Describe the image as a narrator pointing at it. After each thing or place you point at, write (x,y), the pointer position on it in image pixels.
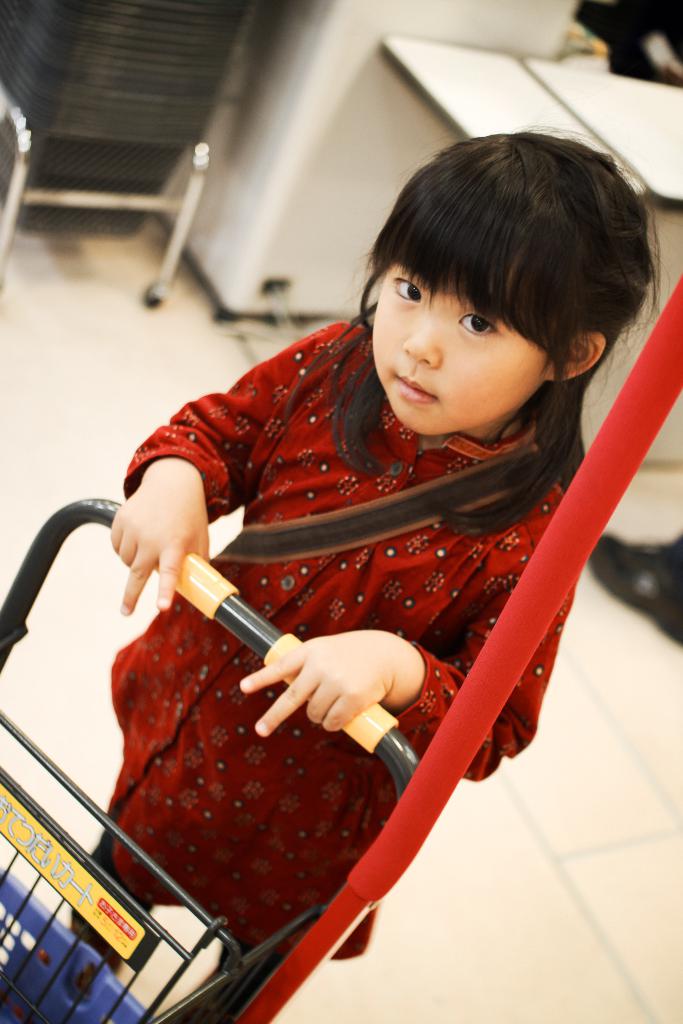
In this image we can see a girl (346,691) wearing a dress (431,556) holding a cart (270,636) with her hands (344,705). In the foreground (13,820) we can see a sticker (28,833) with some text (6,815). In the background (540,111), we can see a table (505,115), group of baskets (131,169) placed on a stand (129,201) and a leg (656,590) of a person (658,572).
